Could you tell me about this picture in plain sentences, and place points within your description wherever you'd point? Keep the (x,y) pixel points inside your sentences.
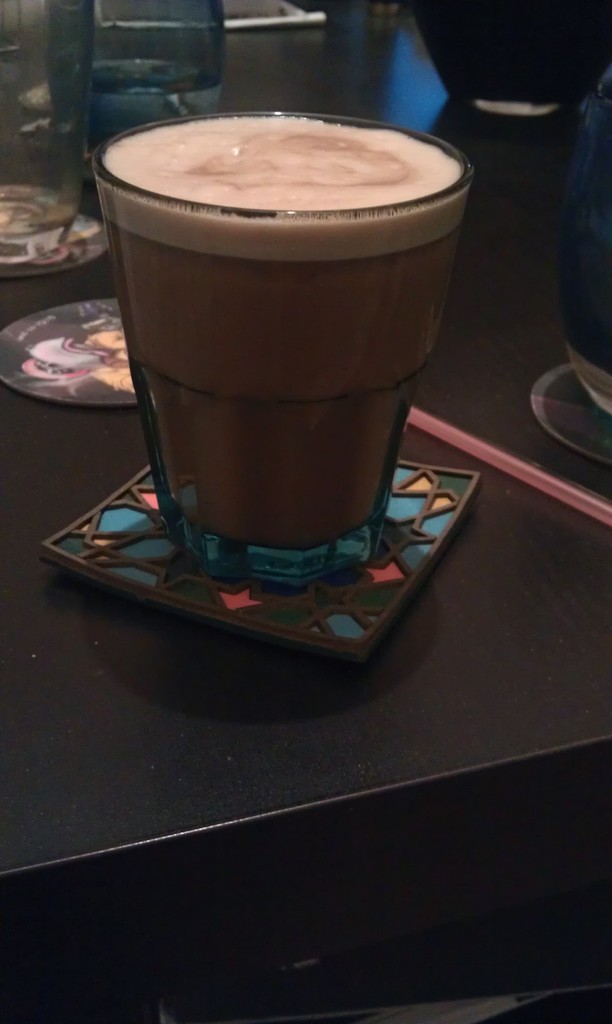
In this picture we can see a glass (187,478) with a drink (229,159) in it on a table (14,833) and in the background (595,152) we can see some objects (49,34).
